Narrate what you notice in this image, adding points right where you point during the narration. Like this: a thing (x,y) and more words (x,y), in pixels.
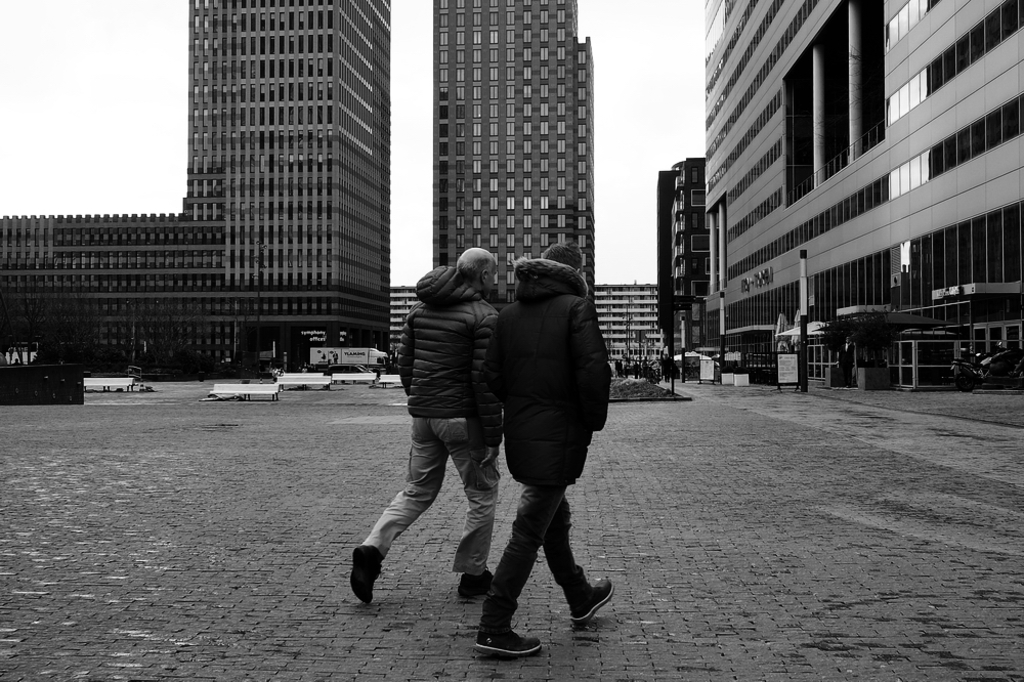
It is a black and white picture. In this image there are buildings (550,129), sky (148,102), trees (151,323), poles (684,332), people (487,348) and objects (937,356). In the front of the image (533,375) two people (537,481) are walking and wearing jackets (495,362).
